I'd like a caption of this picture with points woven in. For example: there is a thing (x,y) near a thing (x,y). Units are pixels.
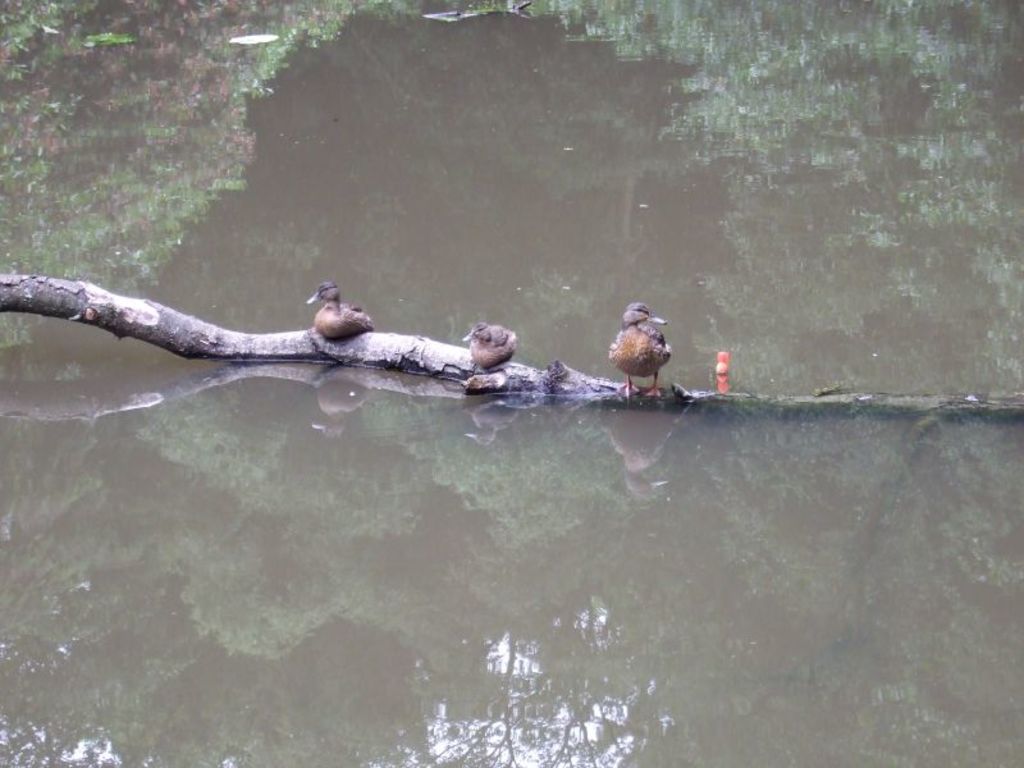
In the image there are three birds (655,344) standing on a wooden branch (400,339) and below the branch (225,338) there is a water surface (433,700).
